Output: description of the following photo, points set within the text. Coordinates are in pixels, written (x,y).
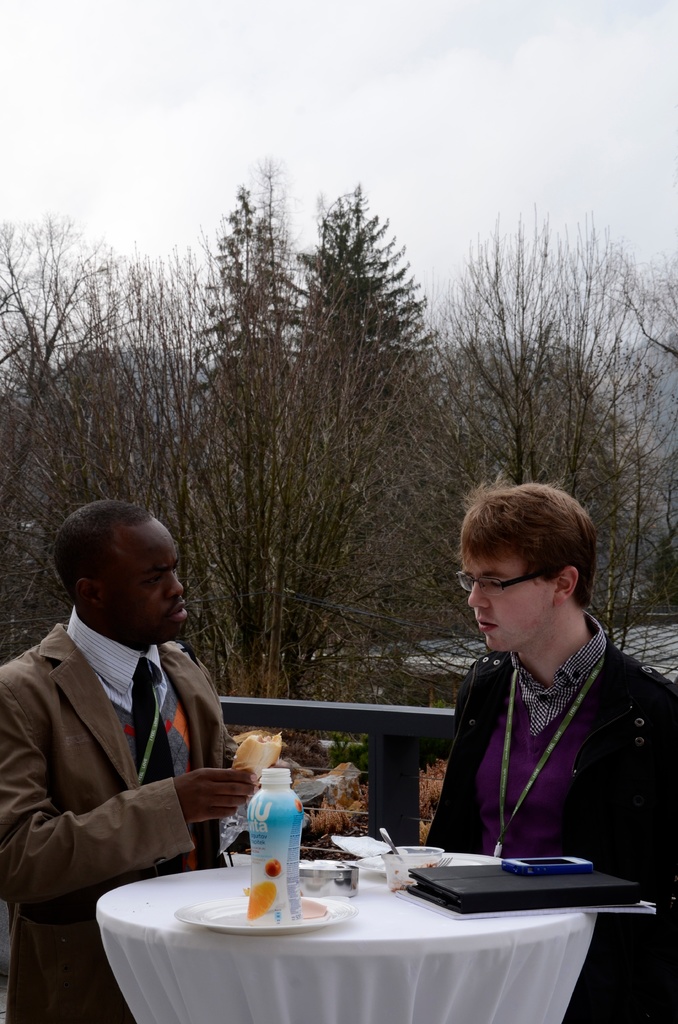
In this image i can see 2 persons (517,722) standing in front of a table (366,965) and on the table (467,948) i can see a bottle (260,830) and a file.
